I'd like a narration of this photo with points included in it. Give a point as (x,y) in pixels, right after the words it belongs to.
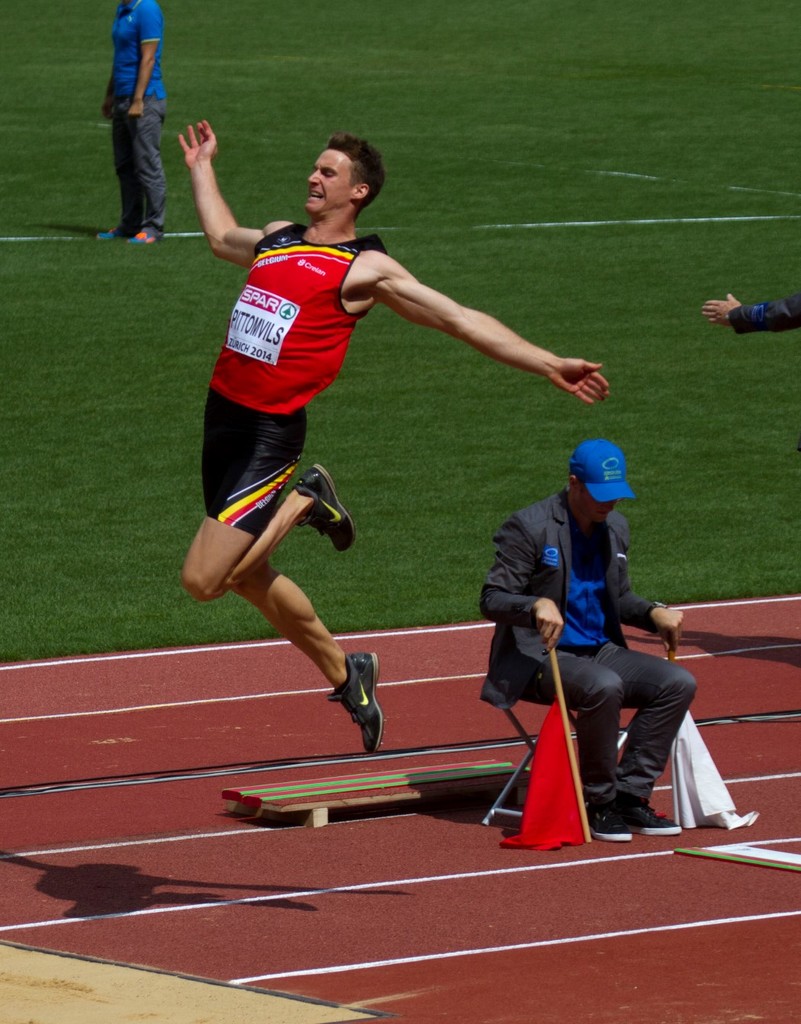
In this picture I can see there is a man (428,304) jumping and there is a man (528,530) sitting at the right side (610,629) and there are two people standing on the grass (545,409).
